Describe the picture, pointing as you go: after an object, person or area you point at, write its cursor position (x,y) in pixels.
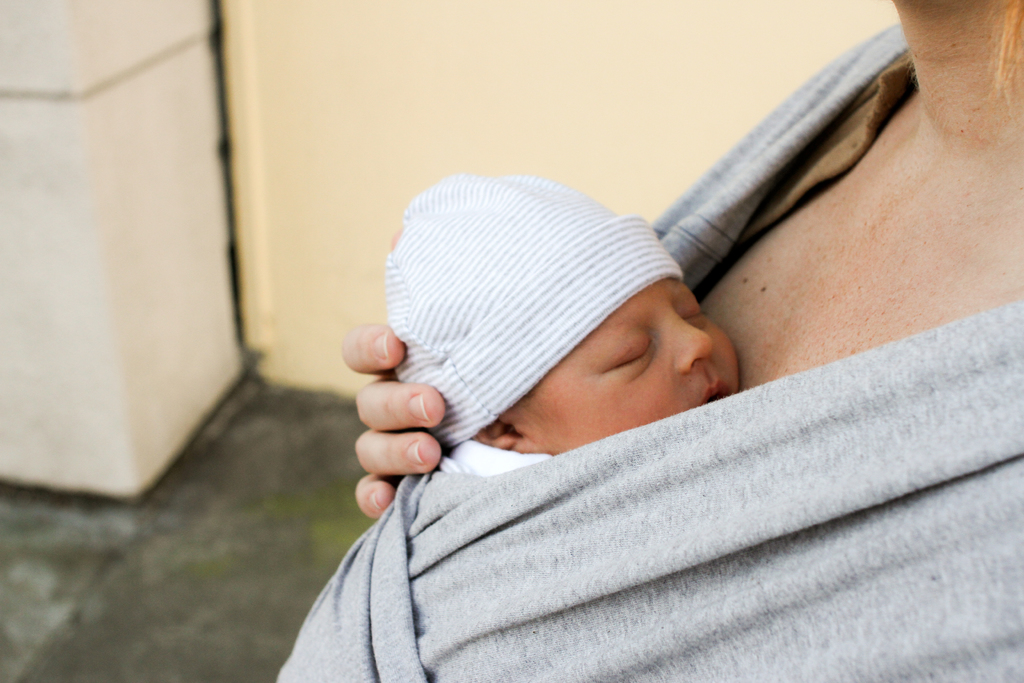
In this image, we can see a woman (759,289) holding a small baby (527,432), in the background (606,129), we can see the wall (59,193), we can see the floor (203,595).
